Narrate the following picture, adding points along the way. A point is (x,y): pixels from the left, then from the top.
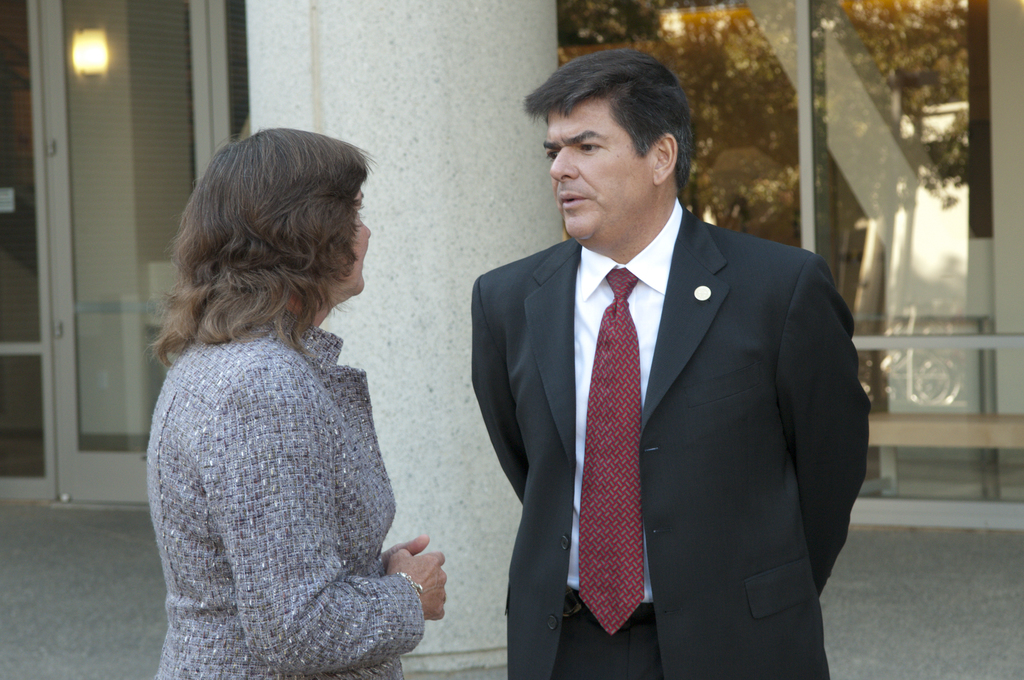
There is a man (619,400) and a woman (188,433). In the back (457,132) there is a pillar (458,114). On the left side (79,213) there is a glass door (92,196) with a light (102,61). On the right side (787,98) there is a glass wall (800,111). On that there is a reflection (762,115) of trees (773,98).
